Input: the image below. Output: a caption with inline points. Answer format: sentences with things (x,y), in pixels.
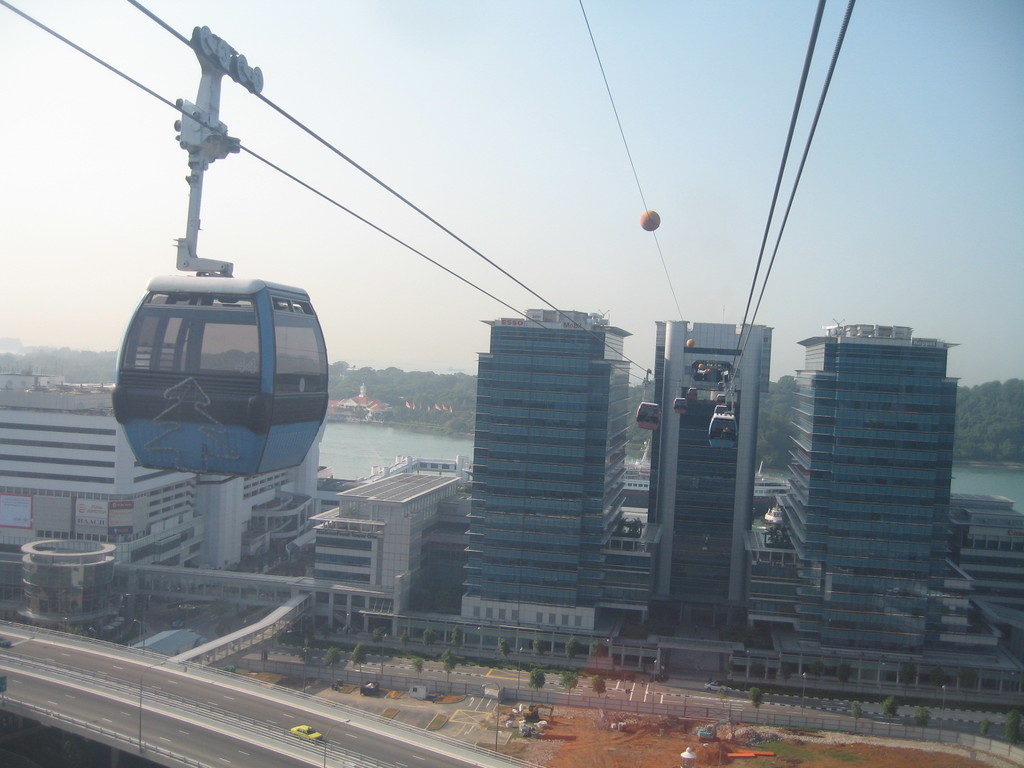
In the center of the picture (643,423) we can see cable cars (721,415). At the bottom (381,751) there are roads (322,732), vehicles (301,735) and some constructions (243,640). In the center of the picture (500,484) there are buildings (498,522), trees (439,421) and road (377,657). In the background (405,374) there are trees (406,409), buildings (378,409) and water body (414,440). At the top (430,111) it is sky (884,169).
